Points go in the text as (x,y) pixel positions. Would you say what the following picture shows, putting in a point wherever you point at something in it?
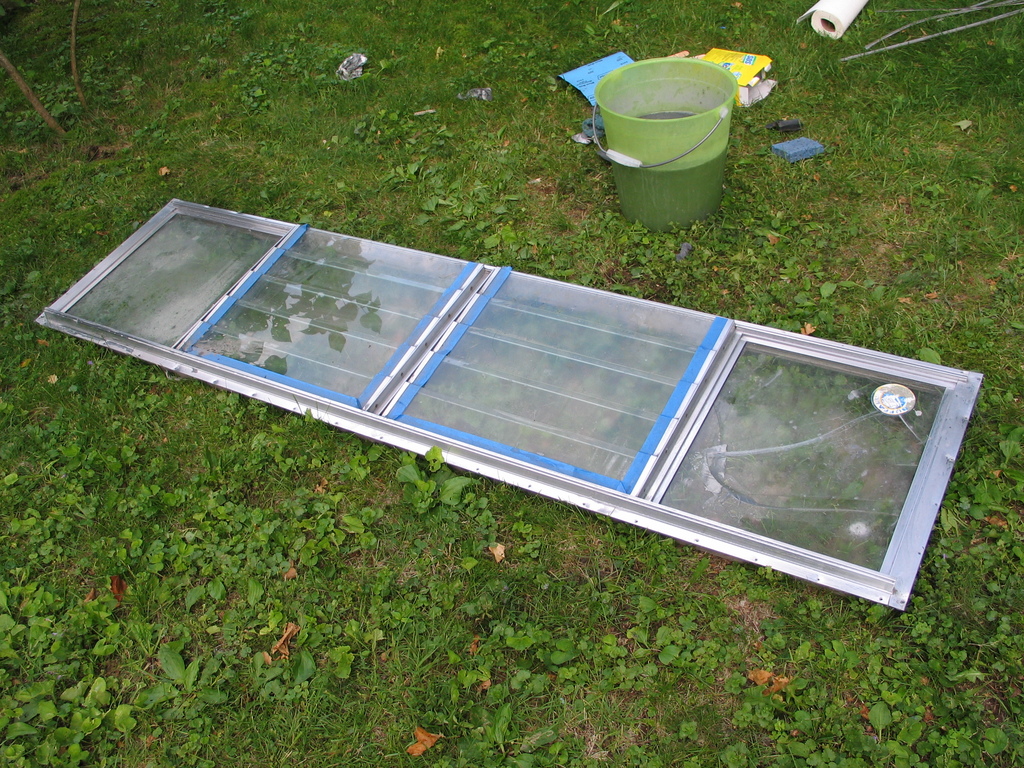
In this image there is a bucket (663,146), there is water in the bucket (658,156), there is a tissue paper (836,15) towards the top of the image (839,16), there are objects (594,66) on the ground (877,227), there is grass (745,648), there are plants (528,644).
